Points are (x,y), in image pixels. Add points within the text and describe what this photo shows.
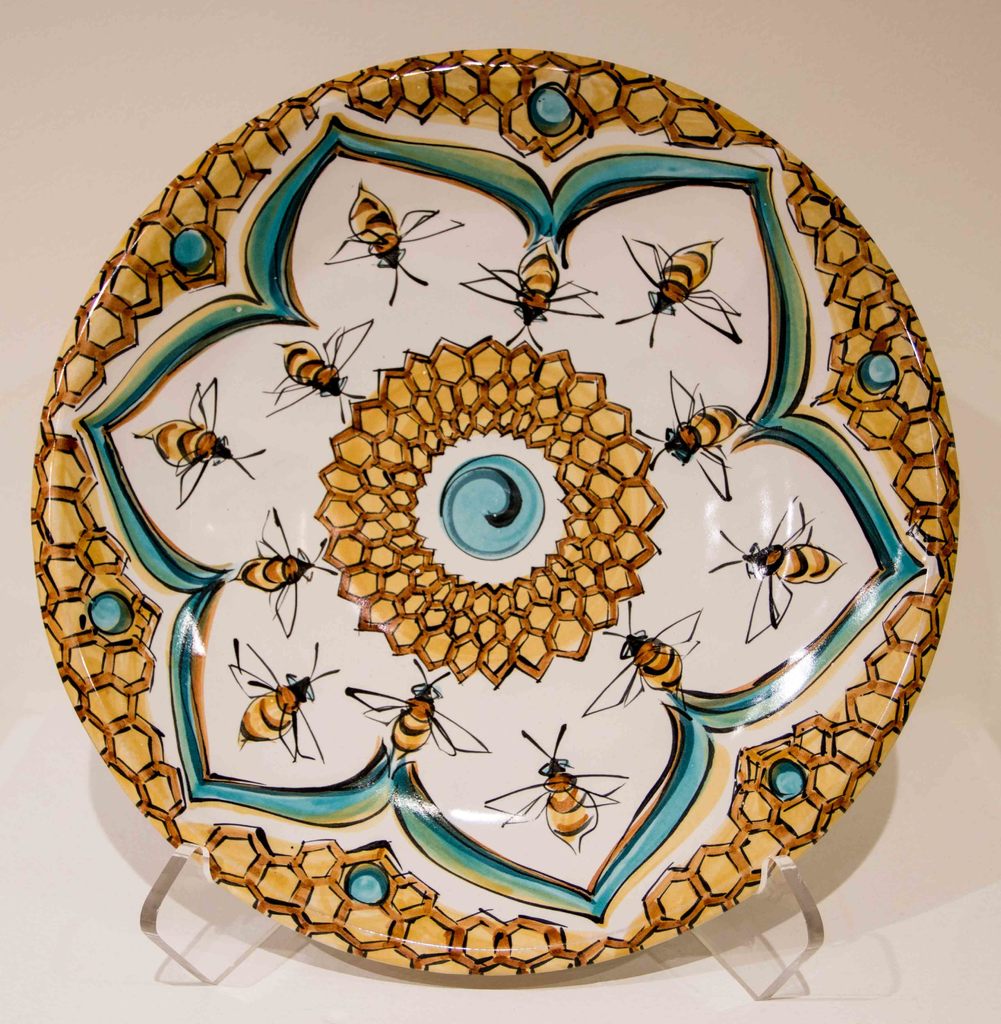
In the image I can see one designed object (391,454).
